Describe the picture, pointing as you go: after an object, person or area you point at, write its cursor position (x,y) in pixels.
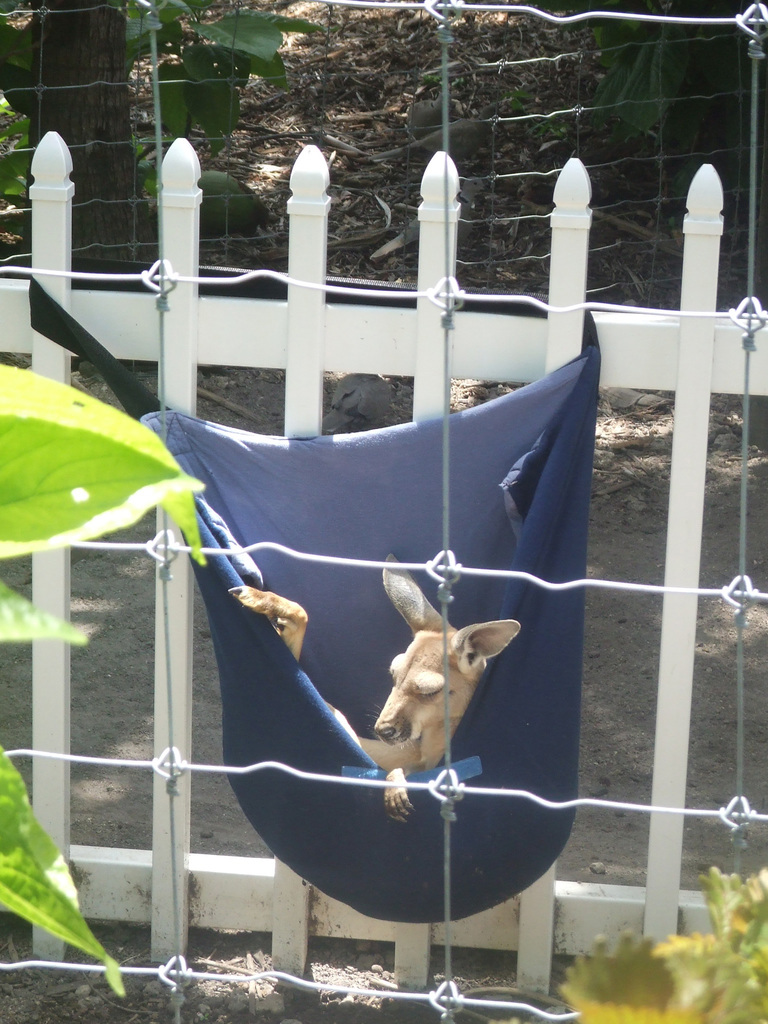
In this picture I can observe a kangaroo (281,608) in blue color bag (324,524) which is hanged to the white color railing (543,328). I can observe a fence (156,263). There are some plants (5,407) on the ground (401,104).
